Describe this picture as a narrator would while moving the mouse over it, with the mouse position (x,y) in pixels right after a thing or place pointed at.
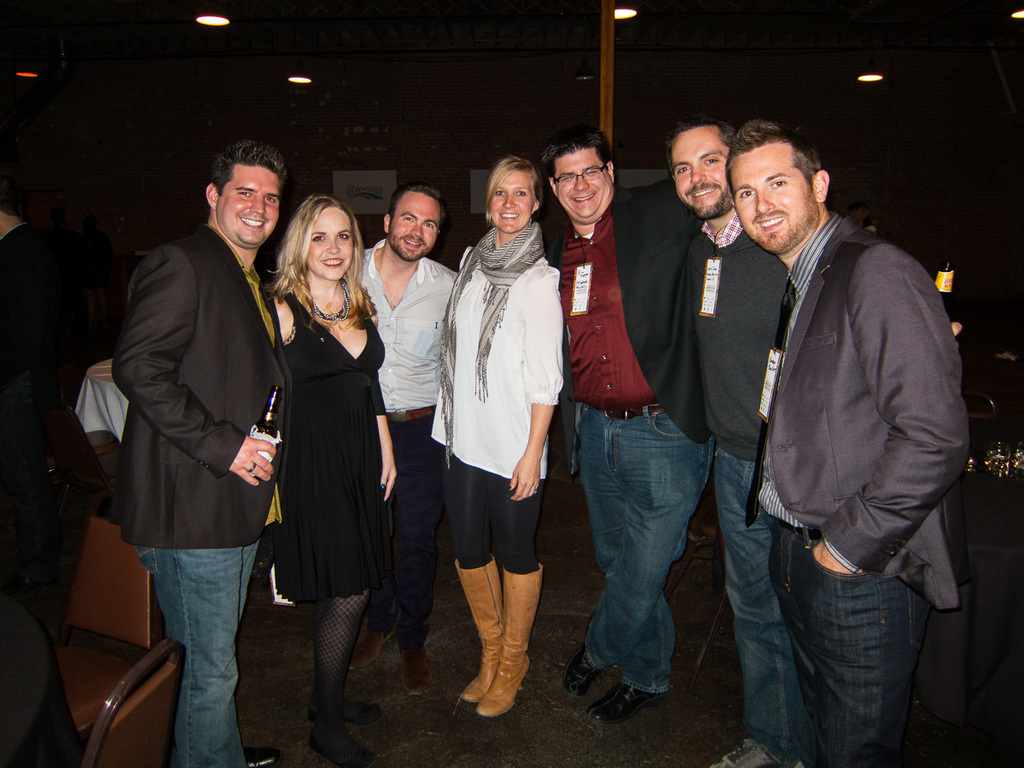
In this picture we can see some people (429,534) are standing on the ground (456,581), they are smiling, some people (644,457) are wearing id cards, one person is holding a bottle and in the background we can see people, lights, posters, glasses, wooden pole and some objects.
